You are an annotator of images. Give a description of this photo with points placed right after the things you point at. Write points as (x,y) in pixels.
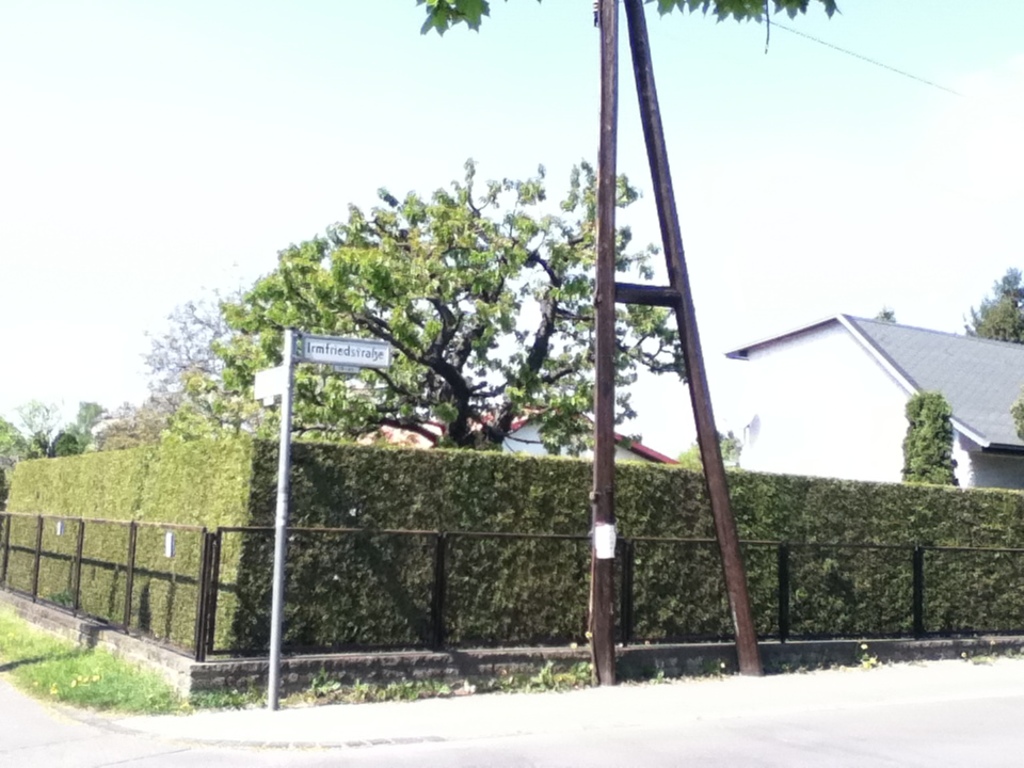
This is the picture of a place where we have a house (846,364), plants (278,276), trees (349,415), grass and a fencing (441,529) around the grass floor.
